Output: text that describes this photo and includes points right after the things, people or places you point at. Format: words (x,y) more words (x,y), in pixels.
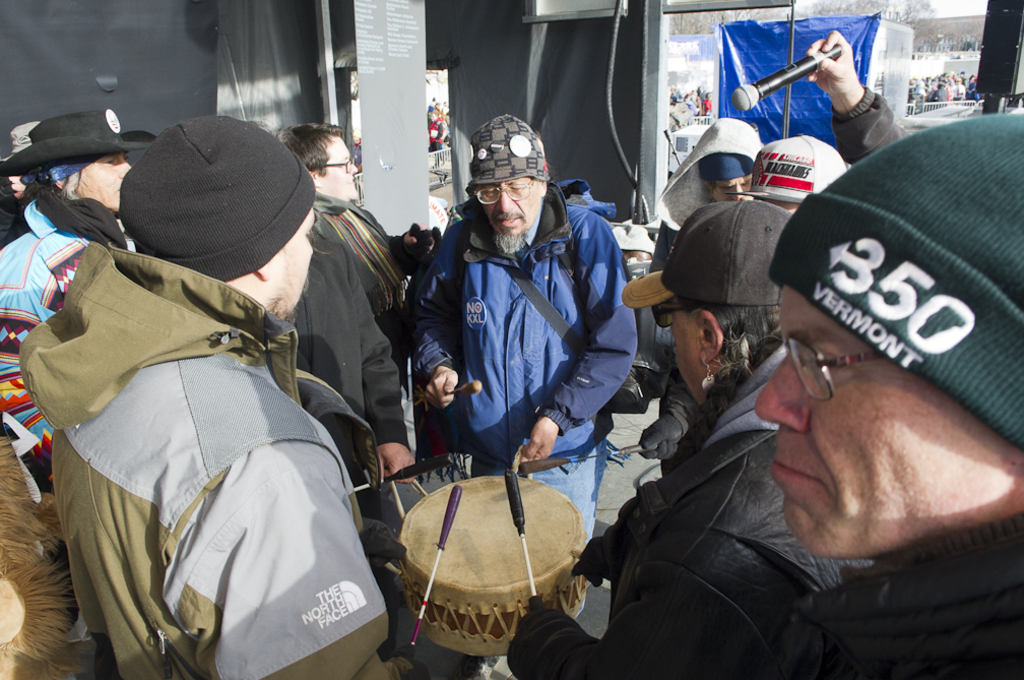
There are group of people (400,365) standing and playing musical instrument (503,521). This is the mike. At background (948,98) I can see people (948,83) standing. This looks like a speaker (994,47).
